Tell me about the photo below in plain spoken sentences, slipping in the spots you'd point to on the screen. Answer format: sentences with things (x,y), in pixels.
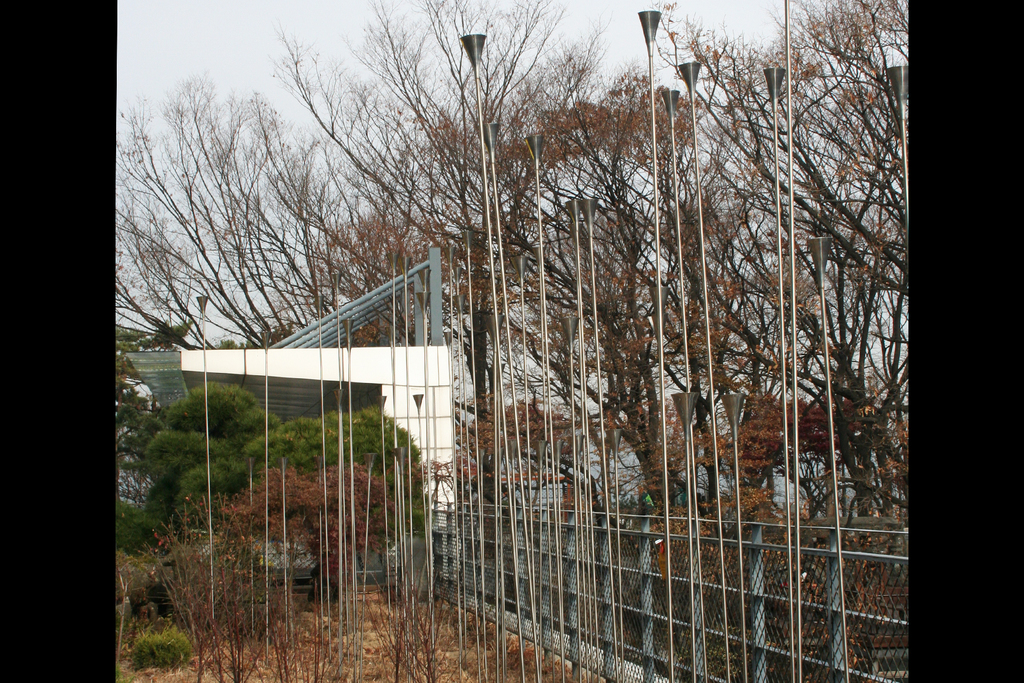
This is an outside view. Here I can see some poles (511,445), trees (768,459), net fencing (635,602) and a building (388,357). At the top (180,25) I can see the sky (192,33).
